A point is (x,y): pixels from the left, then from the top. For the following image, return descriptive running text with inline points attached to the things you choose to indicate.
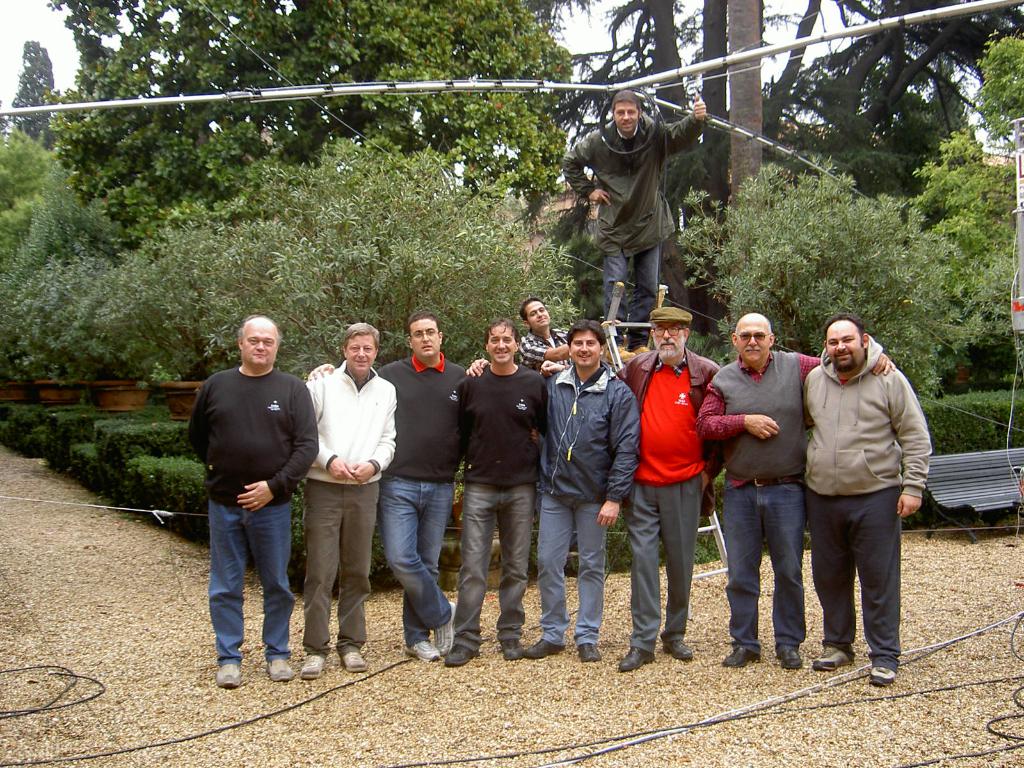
In the image we can see there are trees (407,153) in a garden (710,203) and there are men (503,442) standing accordingly. All the men (387,437) are wearing jackets (875,416) or sweaters (238,447) and shoes (884,678). On the ground (491,666) there are wires (920,659) and a man (623,203) standing on the ladder (617,309) and he is showing thumbs (698,102) up.
